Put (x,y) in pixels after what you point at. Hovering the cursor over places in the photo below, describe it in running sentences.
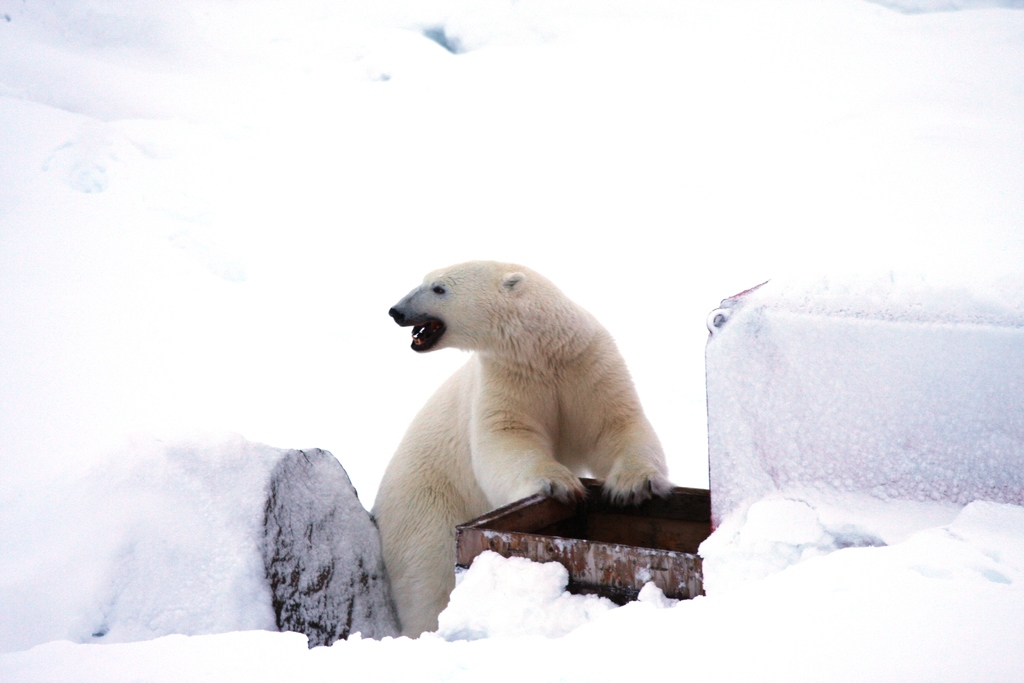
In this picture I can observe polar bear (479,472) in the middle of the picture (498,367). In the background (450,204) I can observe snow (379,236) on the land (264,292).
